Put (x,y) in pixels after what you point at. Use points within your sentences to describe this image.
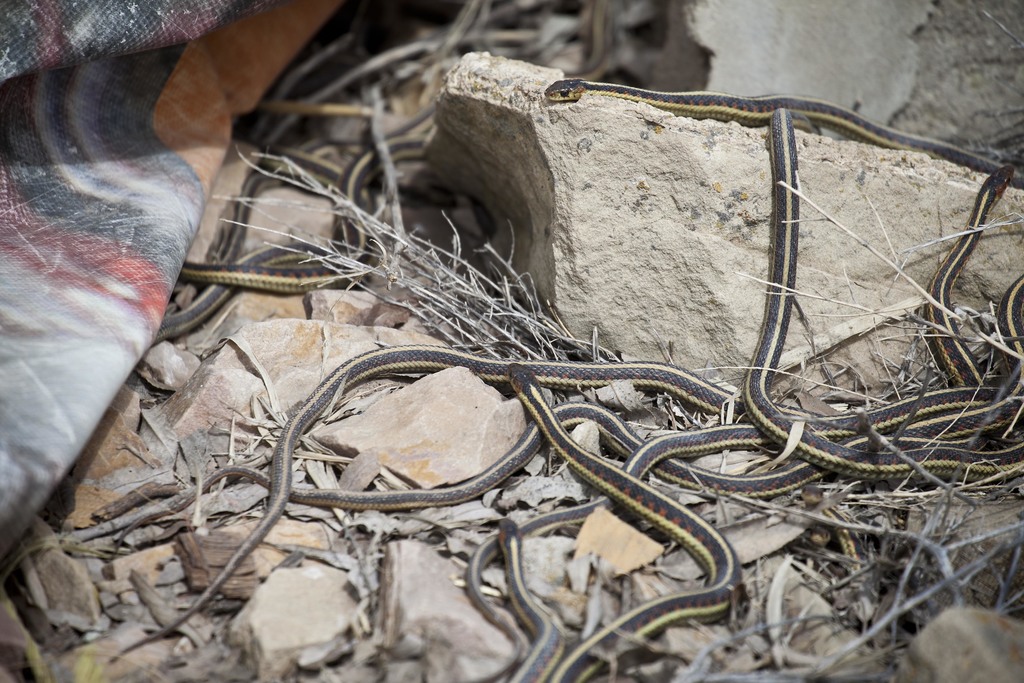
In this picture, this are all snake (995,393) all over the ground (437,65). And this are rocks (887,176).
